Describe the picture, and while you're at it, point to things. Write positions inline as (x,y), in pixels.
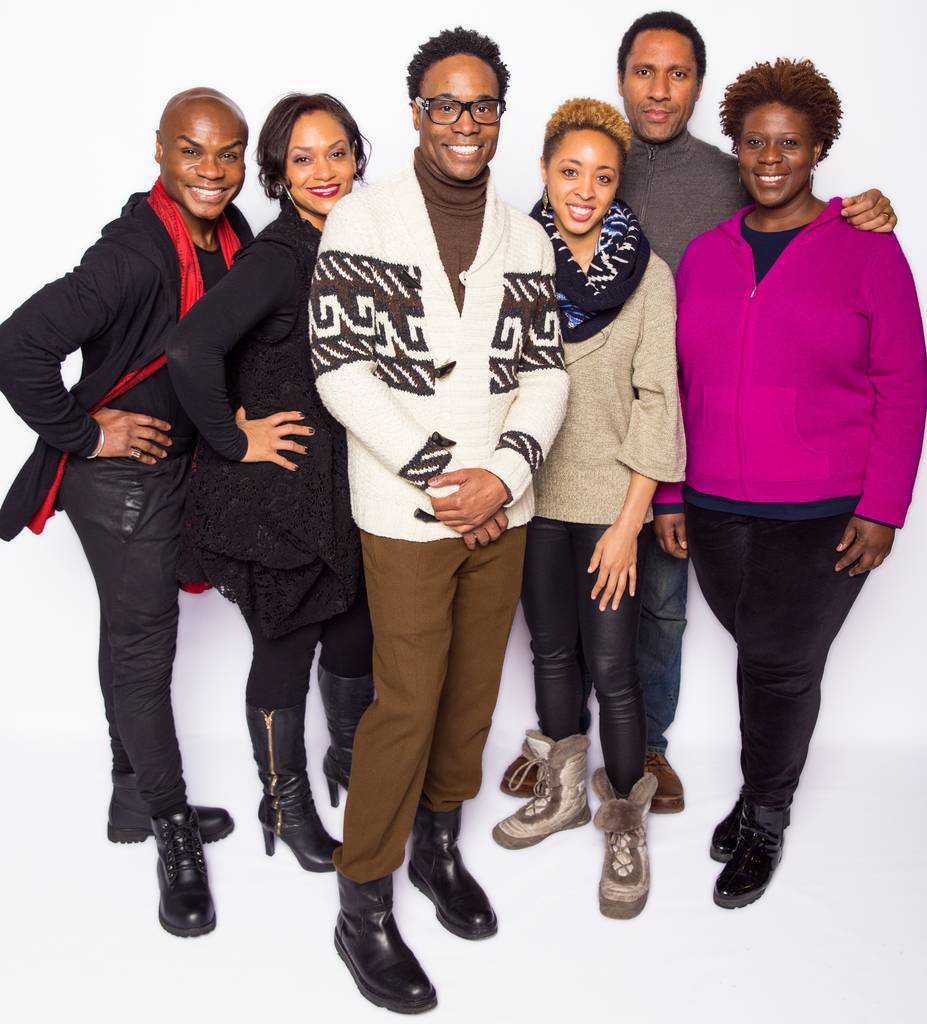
In the image I can see a group of people (443,473) are standing on a white color surface (295,901). These people (406,336) are smiling. The man (432,488) in the middle (408,559) the image is wearing spectacles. The background of the image (81,28) is white in color.
